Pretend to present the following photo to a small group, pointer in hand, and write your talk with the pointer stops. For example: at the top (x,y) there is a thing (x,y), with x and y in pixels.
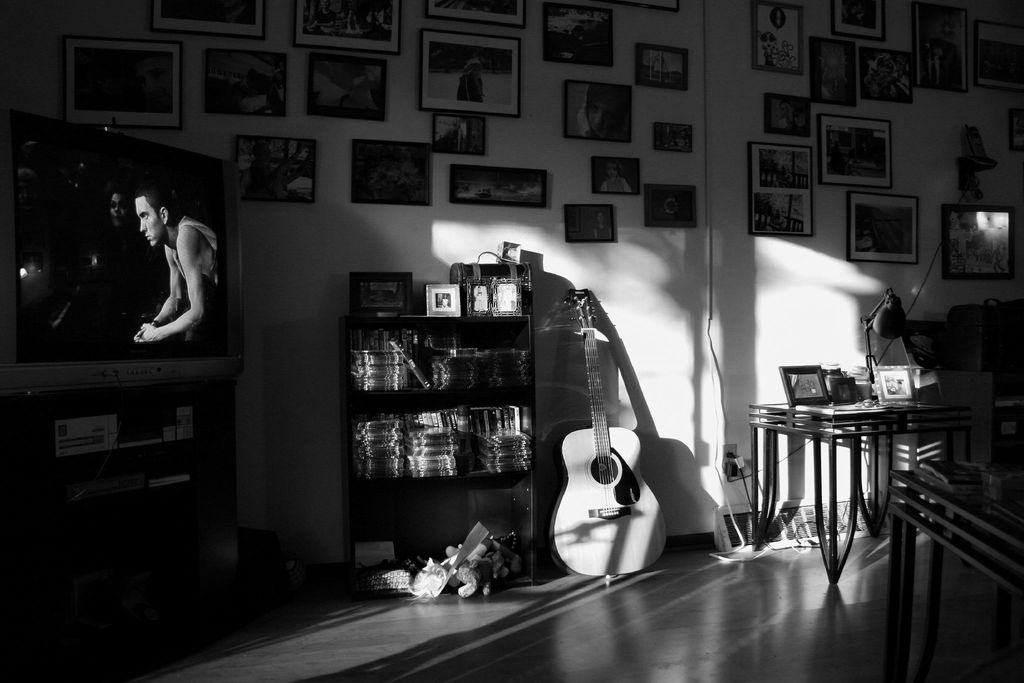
In this picture there are books (388,456) in the cupboard (441,371) and there are frames (353,271) and objects (492,267) on the table (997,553) and there is a guitar (600,368). On the right side of the image (807,398) there are frames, books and there is a lamp (895,301) on the tables (895,626). On the left side of the image (125,657) there is a television (25,325) on the table (82,651) and there is a picture (48,213) of a person (157,335) on the television (122,295). At the back (458,56) there are frames (447,85) on the wall (357,248). At the bottom (421,584) there are toys (483,582) on the floor (455,646).
